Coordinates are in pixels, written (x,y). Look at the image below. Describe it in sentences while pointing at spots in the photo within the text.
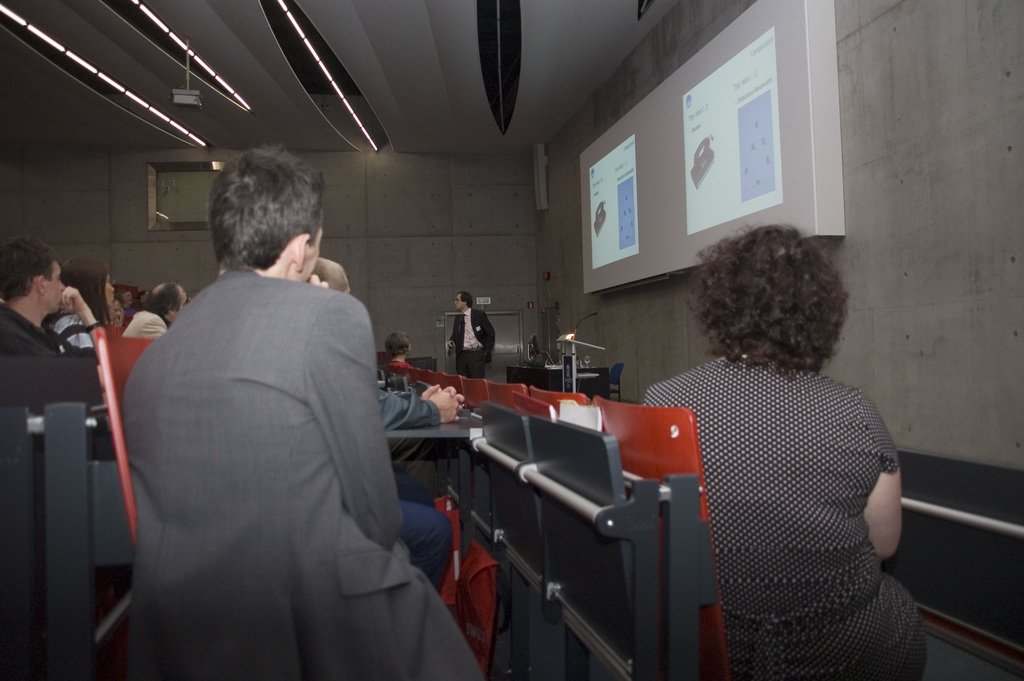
In the picture I can see some group of people (194,462) sitting on chairs (76,526) in a closed auditorium (449,290), in the background of the picture (490,348) there is a person (459,333) wearing black color suit (477,337) standing, on right side of the picture (787,151) there is projector screen (636,204) and top of the picture (244,101) there is projector (190,97), roof (191,111) and lights (227,86).
